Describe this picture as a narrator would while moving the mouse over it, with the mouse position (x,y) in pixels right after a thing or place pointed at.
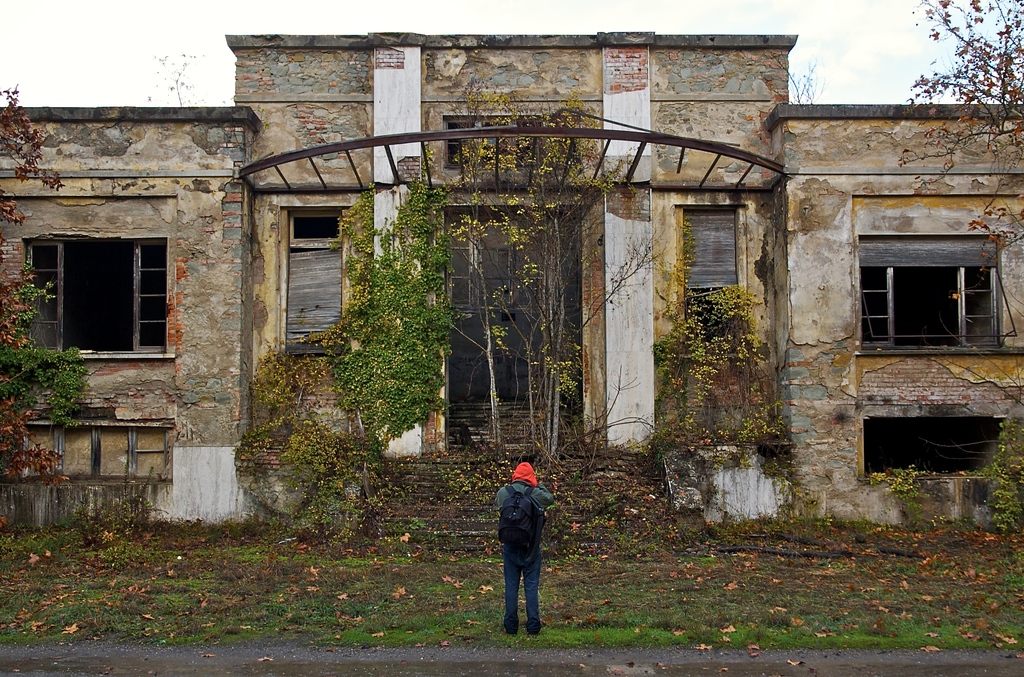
In this picture we can see a person (540,505) carrying a bag (540,505), standing on the grass (439,603), road (783,676), dried leaves (869,591), trees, building (686,274) with windows (970,311) and in the background (354,33) we can see the sky (146,106).
